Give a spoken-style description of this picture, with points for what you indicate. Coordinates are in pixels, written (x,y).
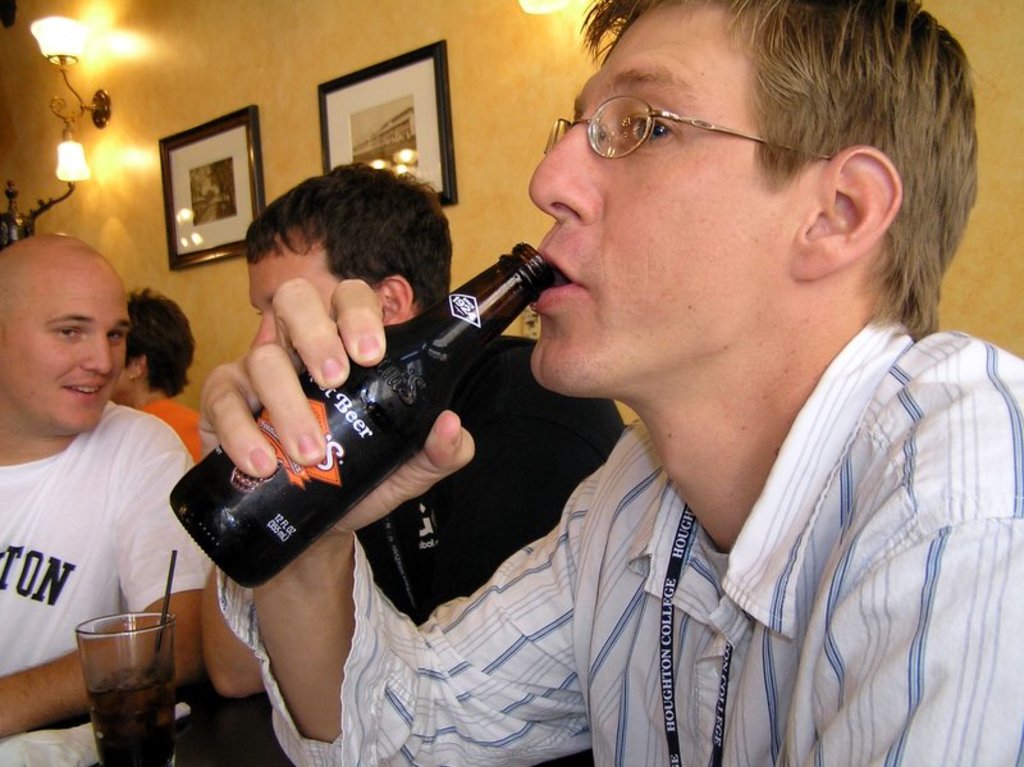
This picture shows few men (47,261) and we see a man (301,432) holding a bottle (472,320) in his hand (387,495) and we see a glass (159,642) with straw (159,642) on the table (190,704) and we see couple of photo frames (450,186) on the wall (494,160) and lights (71,43) to the wall (473,17).
